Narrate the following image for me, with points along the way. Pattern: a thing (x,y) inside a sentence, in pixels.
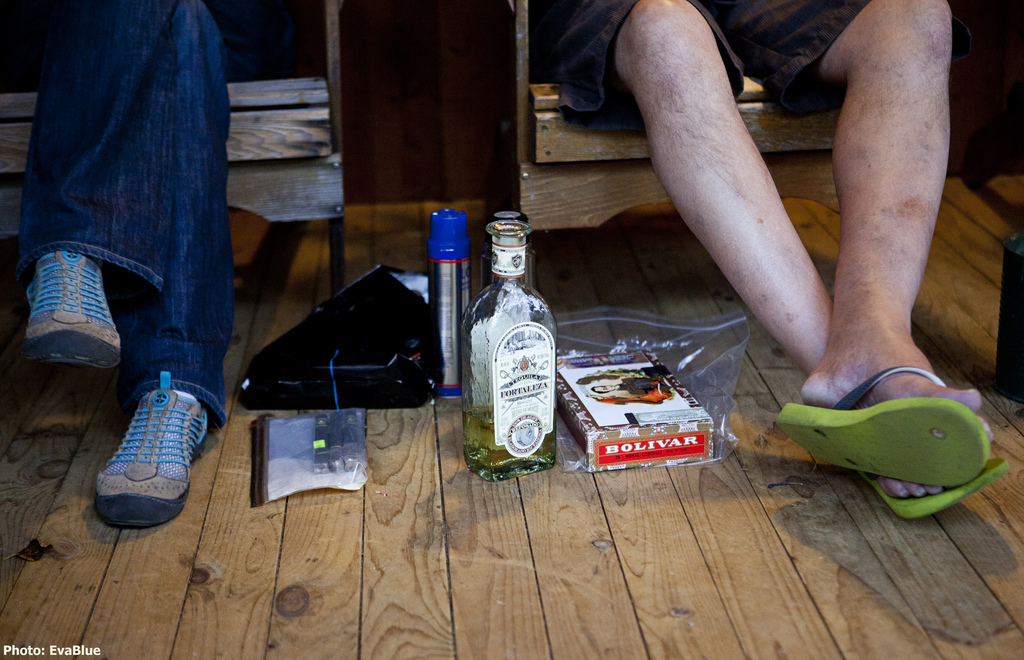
This is a wooden floor (512,514). On this floor (479,260) there are two bottles (450,348) and also one packet (650,399) is there. Legs (724,181) of two persons (173,161) are visible and this two persons (560,28) are sitting on some chairs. And left side person (216,227) is wearing a shoe (175,463) and jean (195,164) and right side person (853,211) is wearing a slippers (821,445).
